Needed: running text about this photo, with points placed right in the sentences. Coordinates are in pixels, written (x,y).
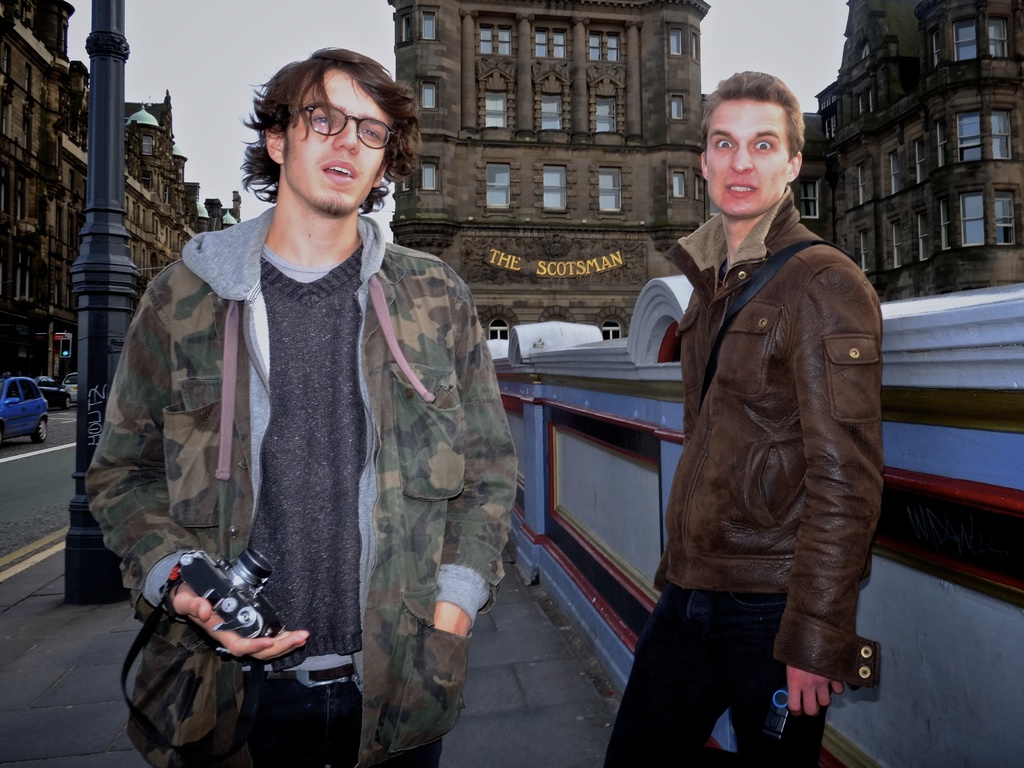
This picture is clicked outside. In the foreground (247,649) we can see the two persons (451,519) holding some objects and standing on the ground (580,649). In the background (112,68) there is a black color pole (98,65), vehicles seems to be running on the ground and we can see the buildings (564,2), sky (131,67) and some other objects (625,401).
